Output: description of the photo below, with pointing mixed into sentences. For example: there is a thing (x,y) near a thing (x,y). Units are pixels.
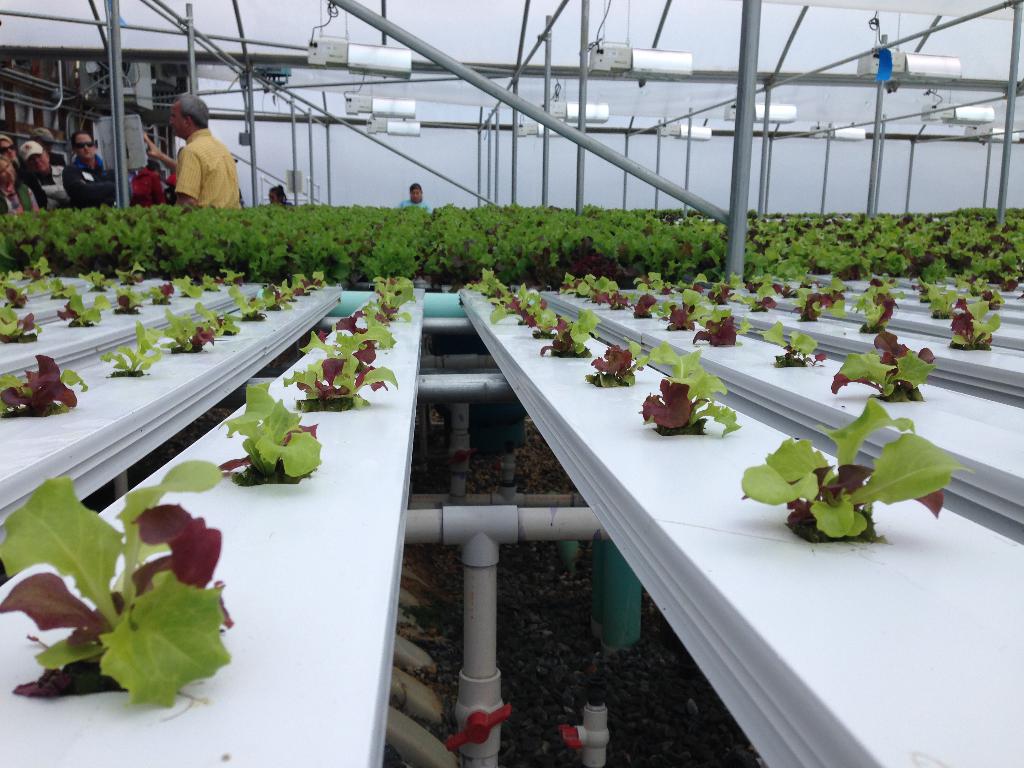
In this image we can see a few people (226,204), there are plants (799,362), tables (370,610), pipes (627,165) and some other objects (481,146). In the background (462,146), we can see the wall (280,109).
